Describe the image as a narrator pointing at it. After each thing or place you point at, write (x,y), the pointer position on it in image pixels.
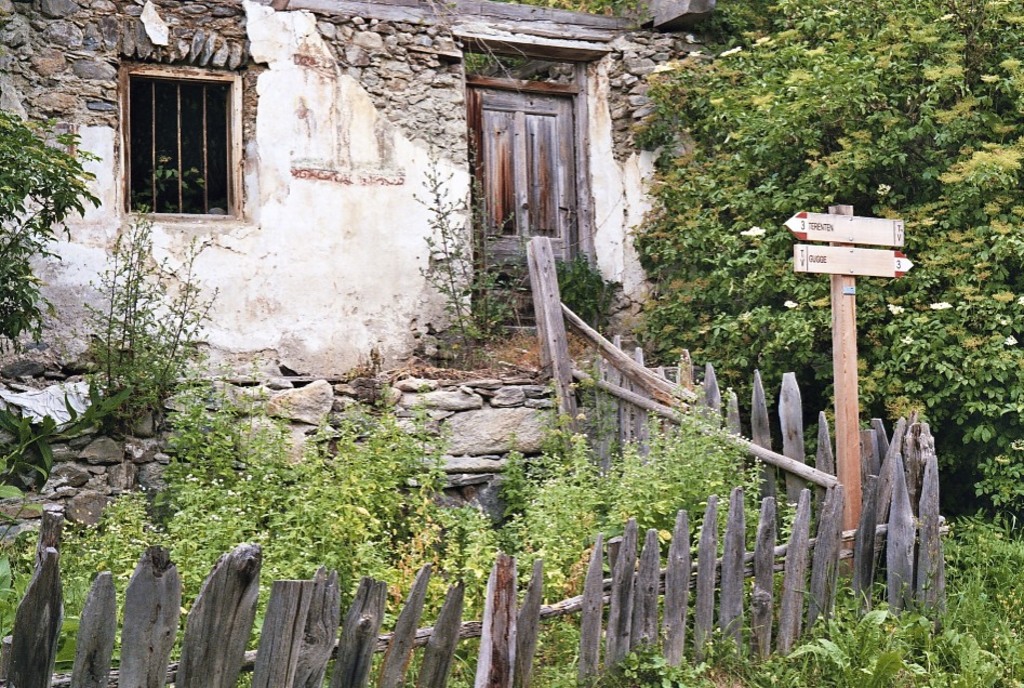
This picture is clicked outside. In the foreground (293,590) we can see the plants (599,470) and the wooden fence (580,376) and we can see the boards (851,220) attached to the wooden pole (849,310) and we can see the text (814,258) on the boards (879,241). In the background (773,129) we can see the trees (980,84) and a house (425,14) and we can see the stone wall (395,68), window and a door (545,133) of the house (453,169).
